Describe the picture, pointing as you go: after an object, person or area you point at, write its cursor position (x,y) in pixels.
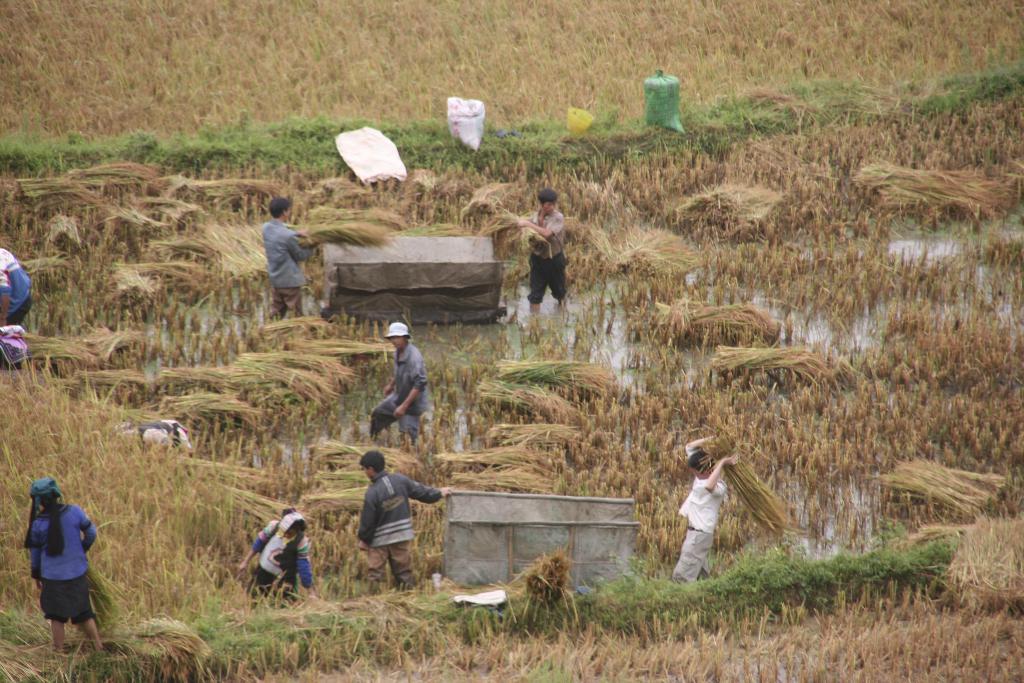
In the image on the ground (937,356) there are bundles of rice straw (253,251). And there are few people (408,537) holding those bundles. At the top of the image (245,45) on the ground (309,45) there is grass (285,128) and also there are some other objects (479,138).
